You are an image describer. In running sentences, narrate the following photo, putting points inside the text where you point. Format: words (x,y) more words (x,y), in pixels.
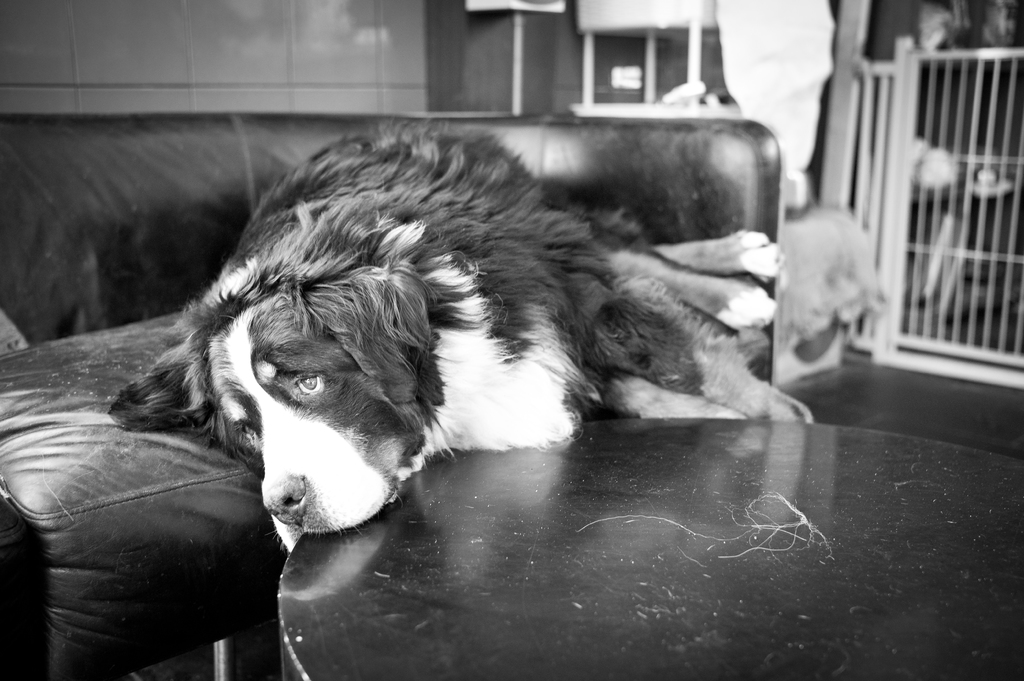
This is a black and white pic. Here we can see a dog (270,289) lying on the sofa (206,200) and placed its head (401,458) on the table (689,526). In the background (324,81) we can see a wall (222,49), fence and some other items (788,261).
